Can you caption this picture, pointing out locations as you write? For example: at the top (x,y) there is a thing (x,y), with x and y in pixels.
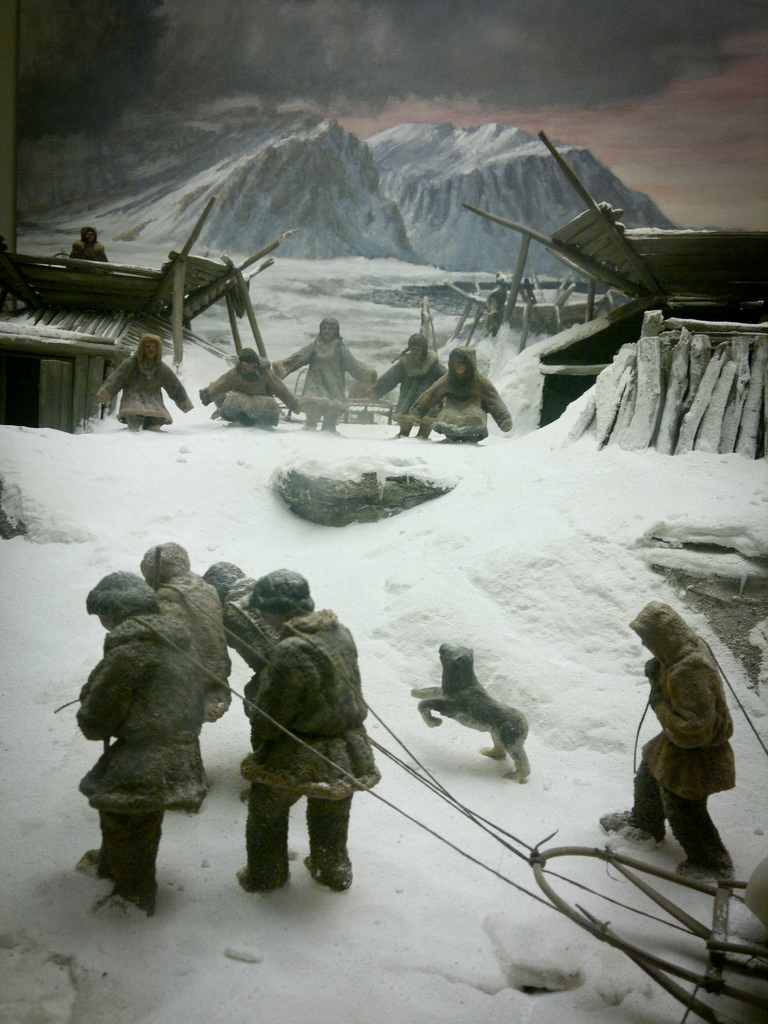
In this picture there is snow land (262,518) in the foreground area (394,685), where we can see people (339,685) holding ropes (241,698) in their hands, a dog (499,708), children (317,399) and wooden houses (638,306) in the area and there are mountains (467,160) and sky (506,112) in the background area (502,132), it seems like an animated image.
